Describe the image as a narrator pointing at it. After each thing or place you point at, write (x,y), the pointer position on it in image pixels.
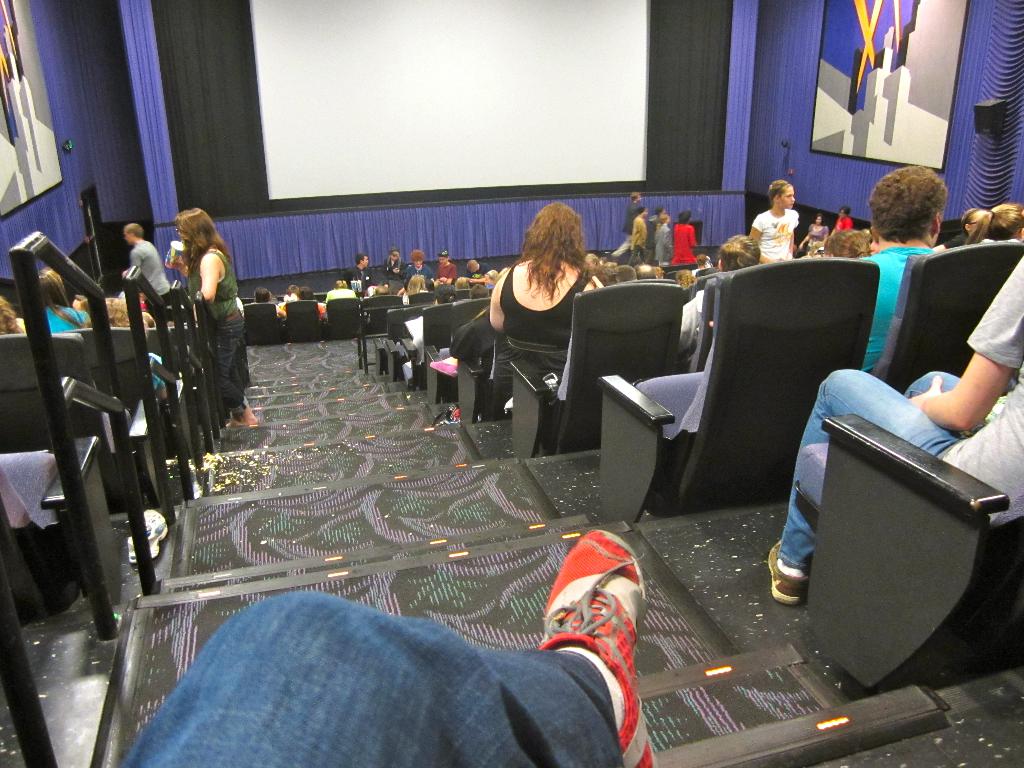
There are steps (354,424). Near to the steps (317,394) there are chairs (399,355). There are many people (697,309) sitting on the chairs (598,311). In the back (278,144) there is a screen (329,132). Also there are curtains (675,175).
